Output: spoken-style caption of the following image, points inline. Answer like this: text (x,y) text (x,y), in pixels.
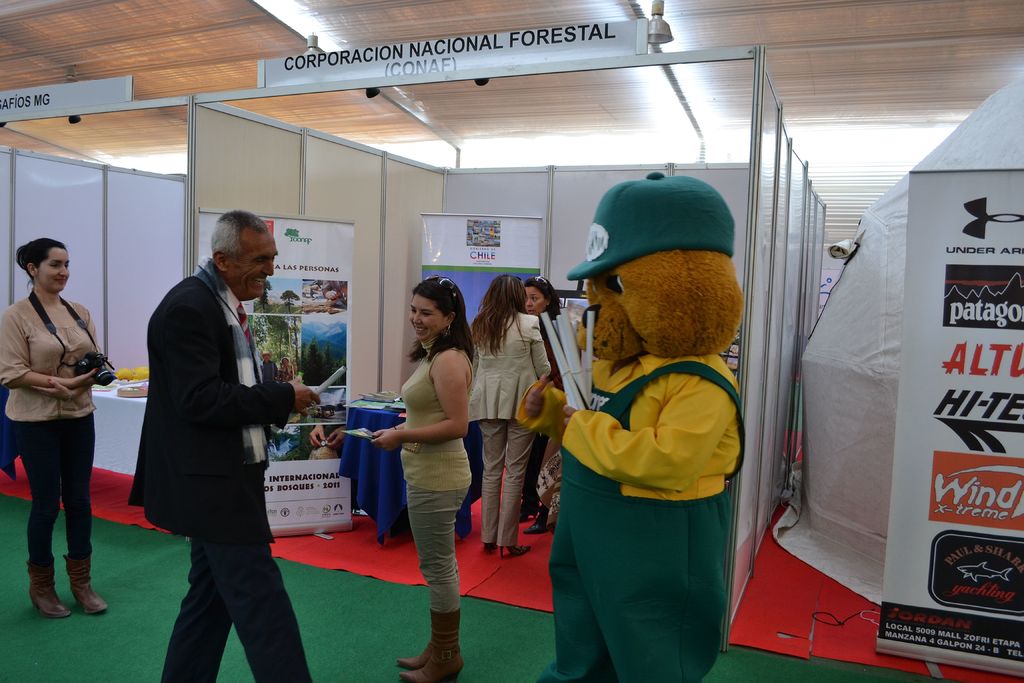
In this image I see 4 women (439,371) and a man (202,329) and I see that these 3 of them are smiling and I see a person (621,270) who is wearing a costume (597,514) which is of green, brown and yellow in color and I see that this woman (86,352) is holding a camera (103,363) and I see the path (145,535). In the background (65,220) I see boards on which there is something written and I see few more boards (978,668) and I see the ceiling (499,86).
